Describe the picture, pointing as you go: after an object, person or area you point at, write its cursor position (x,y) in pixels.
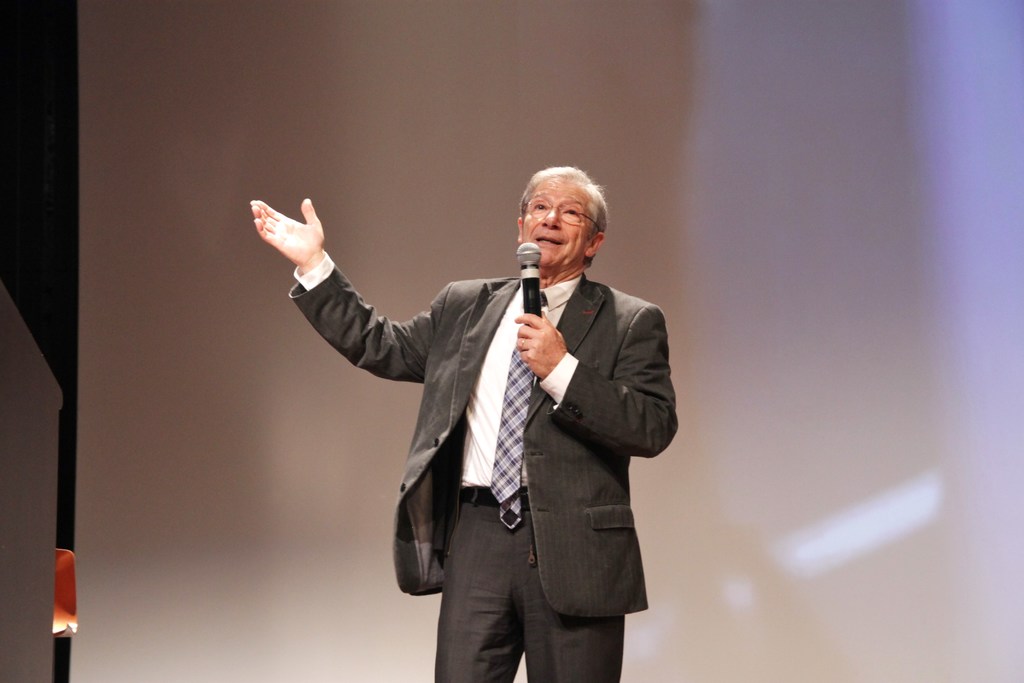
The person (598,393) wearing suit (593,424) is standing and speaking in front of a mic (531,291) and the background (509,90) is white in color.
